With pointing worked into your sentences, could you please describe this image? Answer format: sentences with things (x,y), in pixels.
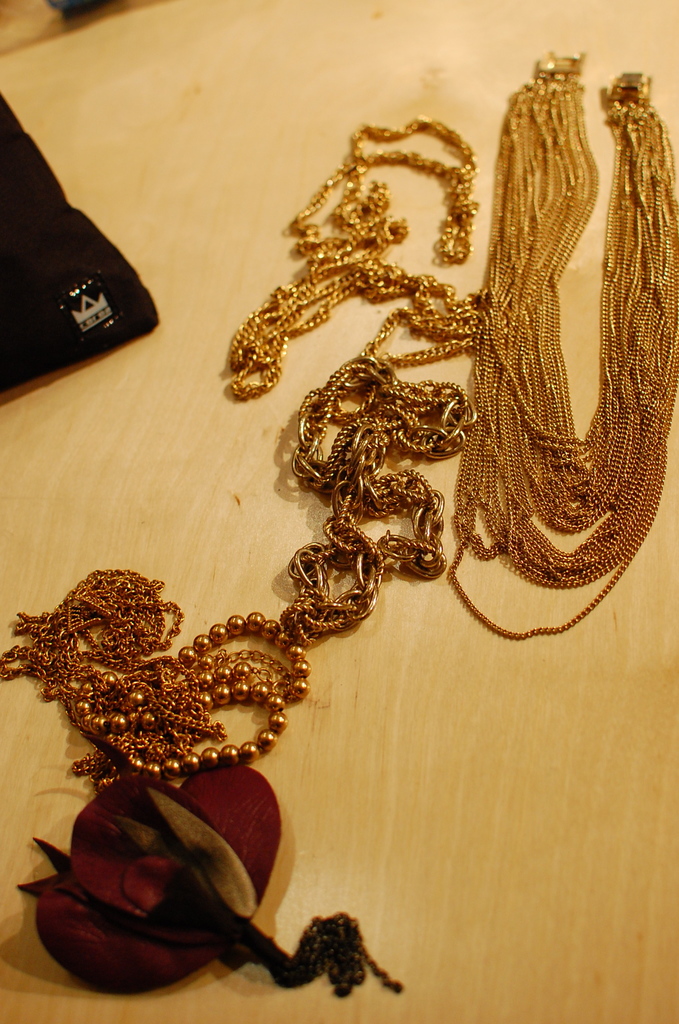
In this image, we can see a table (619,826), on that table (219,542), we can see some jewelry items (402,415).
